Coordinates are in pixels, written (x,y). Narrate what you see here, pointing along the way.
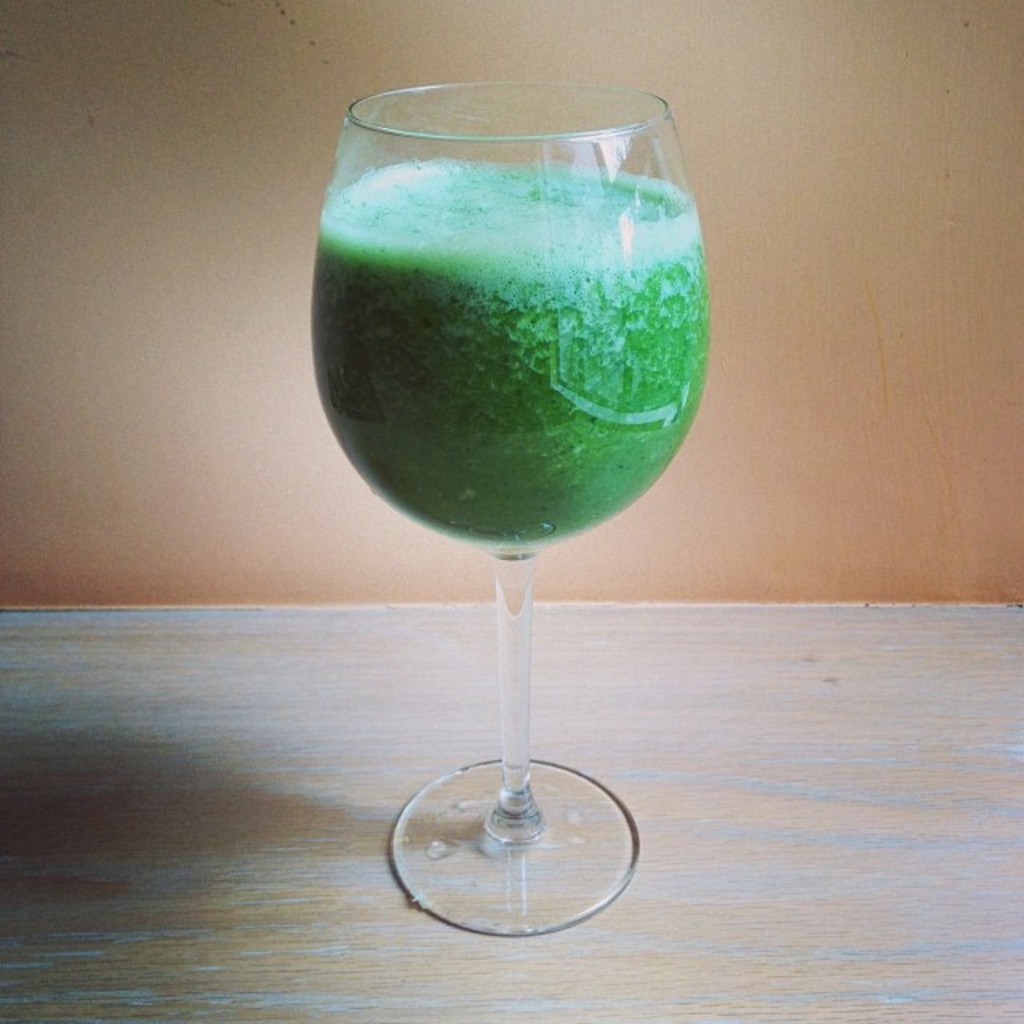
A wine glass (355,399) filled with green color liquid (504,315) is placed on a table (848,894).
